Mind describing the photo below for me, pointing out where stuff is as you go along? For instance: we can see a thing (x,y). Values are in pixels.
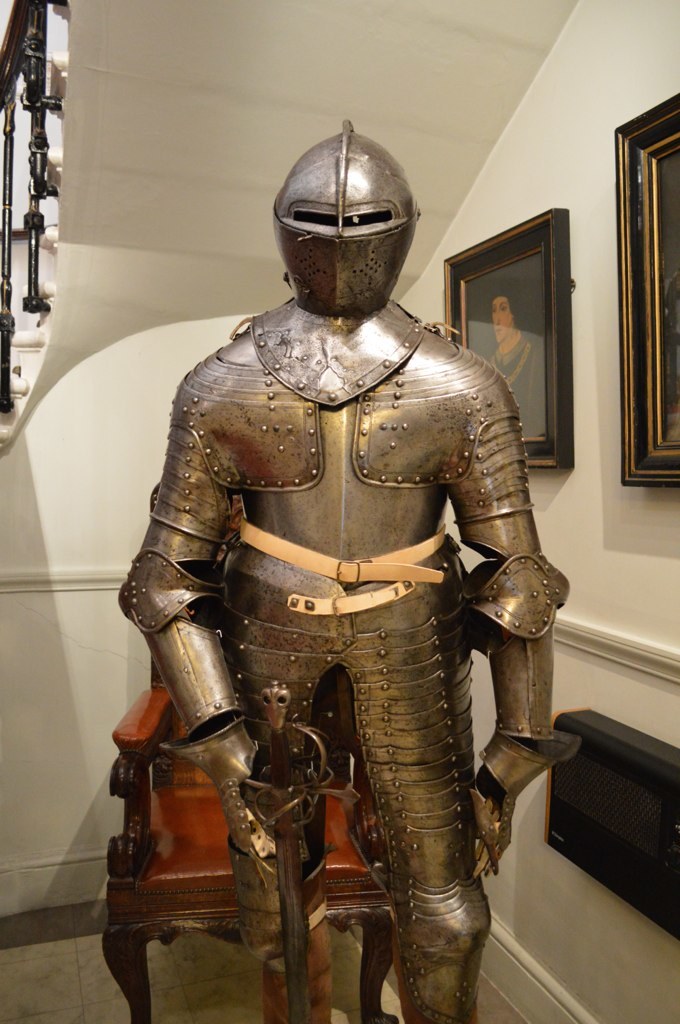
In this image we can see a statue (439,519) with a breastplate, beside that we can see the chair (144,853), in the top left hand corner (36,7) we can see the stairs (22,353). And on the right (520,311) we can see photo frames (641,320) on the wall (599,458), beside that we can see an object (654,895).
